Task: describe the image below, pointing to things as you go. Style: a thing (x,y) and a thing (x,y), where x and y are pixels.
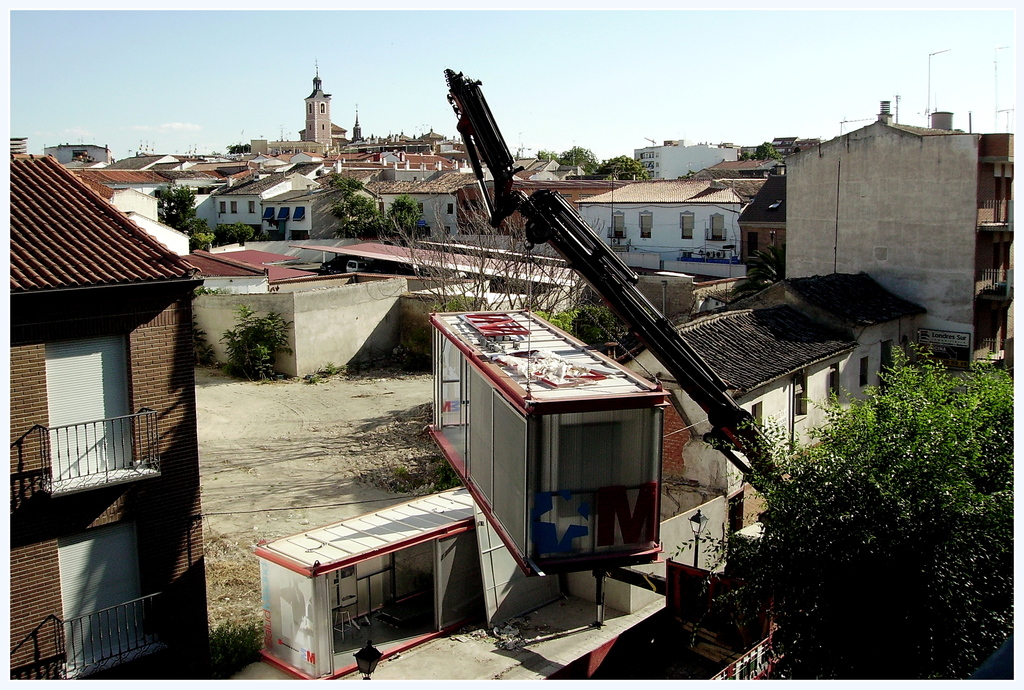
In this image we can see there are so many buildings (782,416) and trees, there is a crane (489,145) holding container (620,469).
